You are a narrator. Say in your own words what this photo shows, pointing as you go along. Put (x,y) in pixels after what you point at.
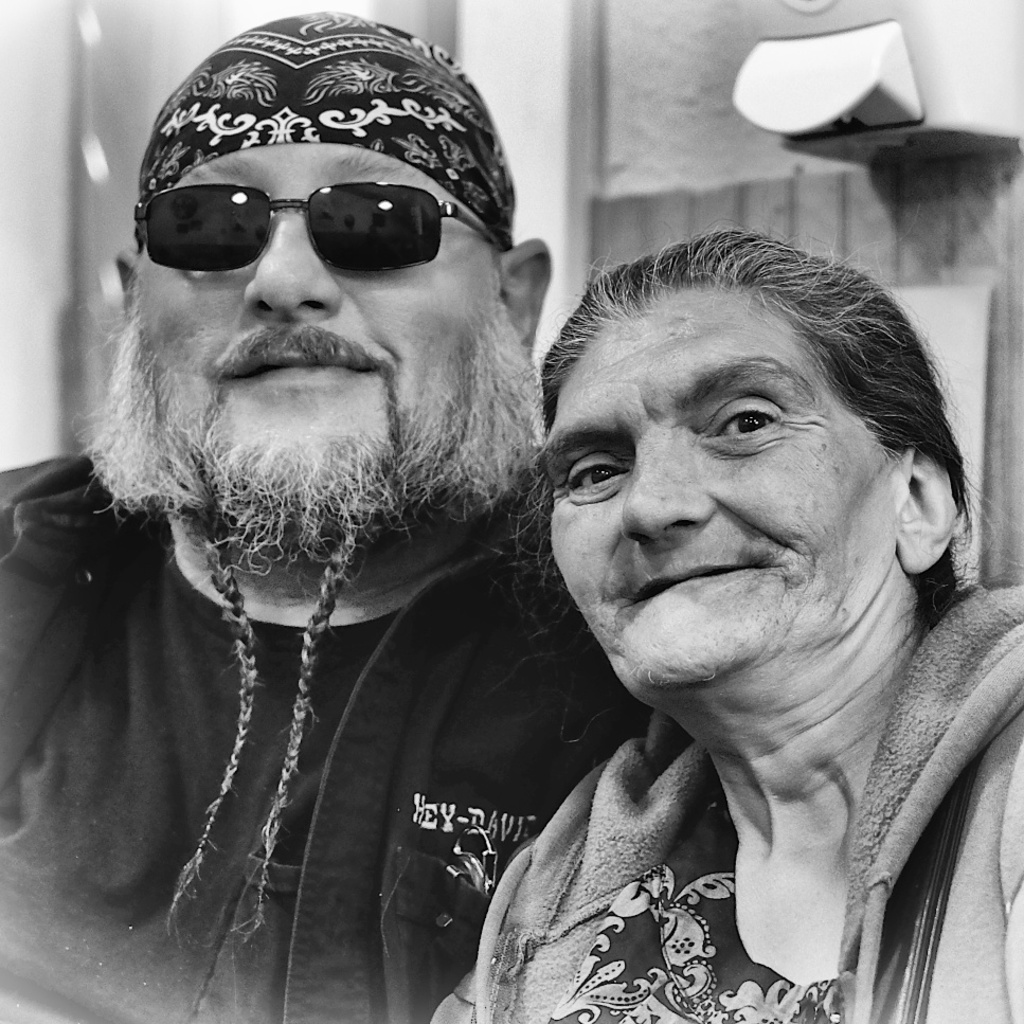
In this image, we can see two persons (488,237) wearing clothes (215,736). The person (256,646) who is on the left side of the image (162,482) wearing sun glasses (206,231).
